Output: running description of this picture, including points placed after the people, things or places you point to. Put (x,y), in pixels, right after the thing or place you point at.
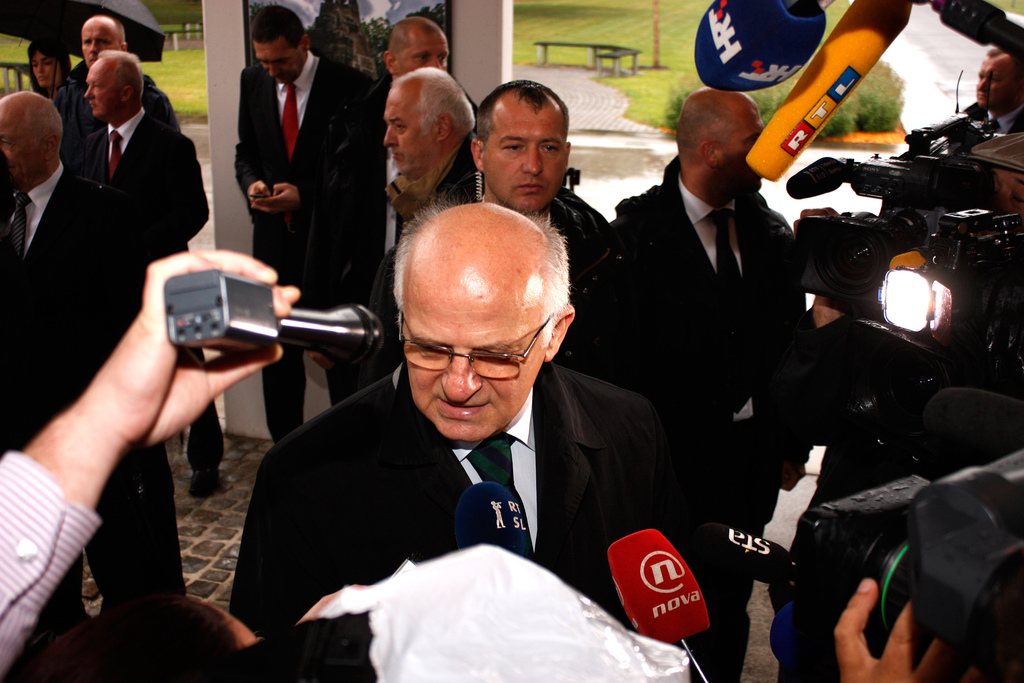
In this image we can see a group of persons (331,368). In the foreground (152,332) we can see a person (187,354) holding a mic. On the right side (781,641) there are few mics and video cameras (932,495). Behind the persons (332,89) we can see a pillar (456,38) and on the pillar (319,11) we can see a photo frame (349,25). In the top left (132,11), we can see an umbrella (78,24). At the top (607,62) we can see a bench (592,60), grass (612,63) and a group of plants (842,114).
